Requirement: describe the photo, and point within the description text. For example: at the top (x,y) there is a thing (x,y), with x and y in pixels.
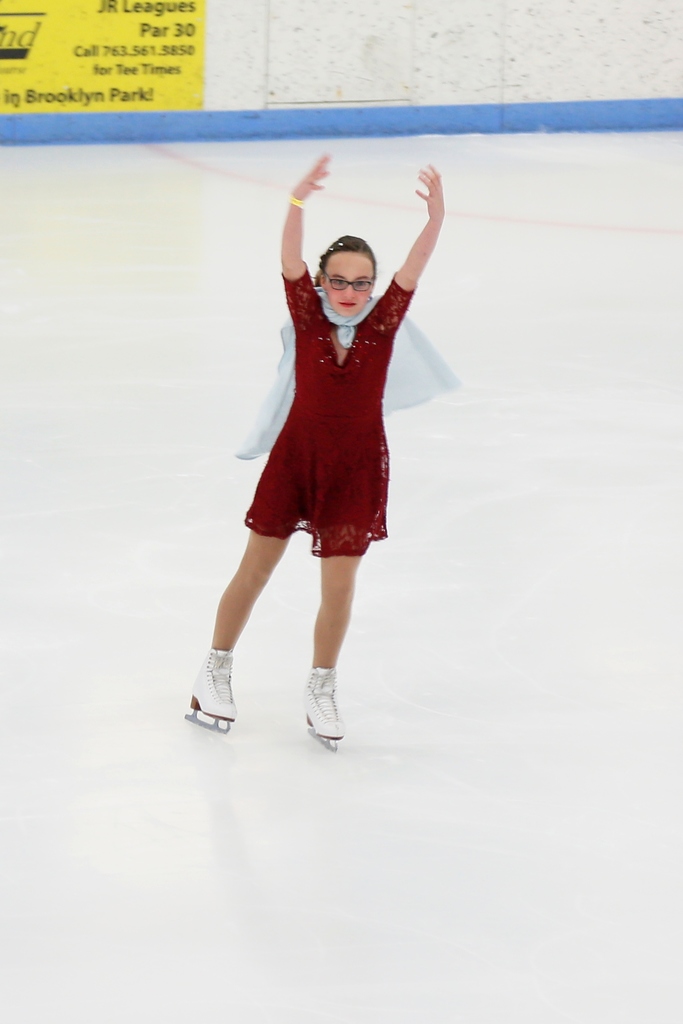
In this image there is a woman (362,264) ice skating, behind the woman (305,291) there is a banner (89,29) on the wall (221,69).
